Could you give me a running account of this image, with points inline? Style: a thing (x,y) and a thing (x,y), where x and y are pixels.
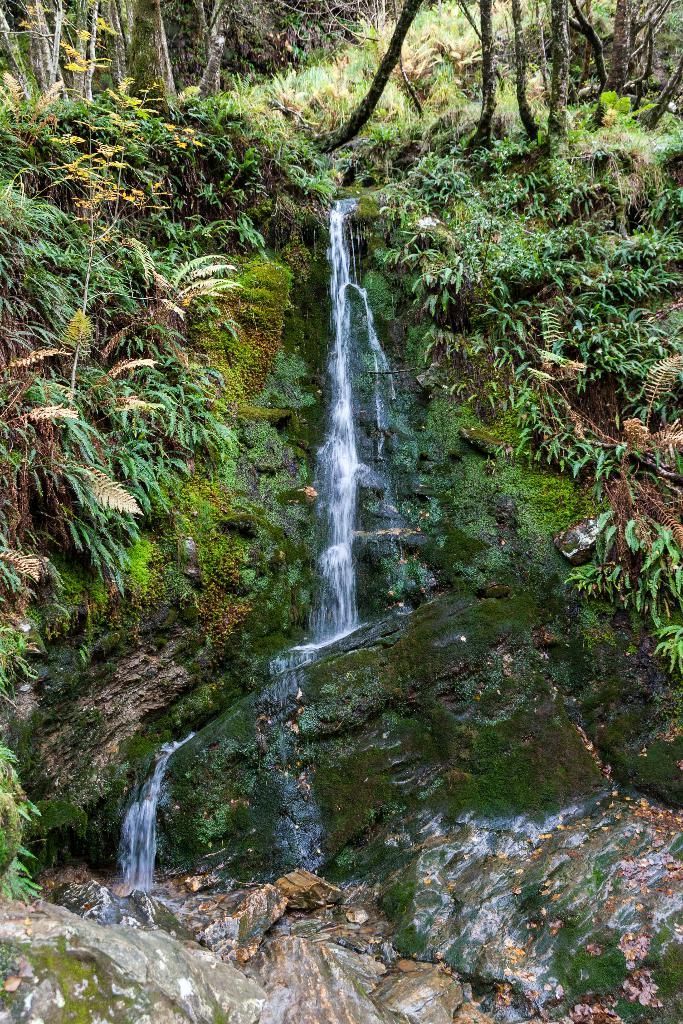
In the picture I can see the waterfall (328,386), rocks (359,655), dry leaves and trees (74,160).
